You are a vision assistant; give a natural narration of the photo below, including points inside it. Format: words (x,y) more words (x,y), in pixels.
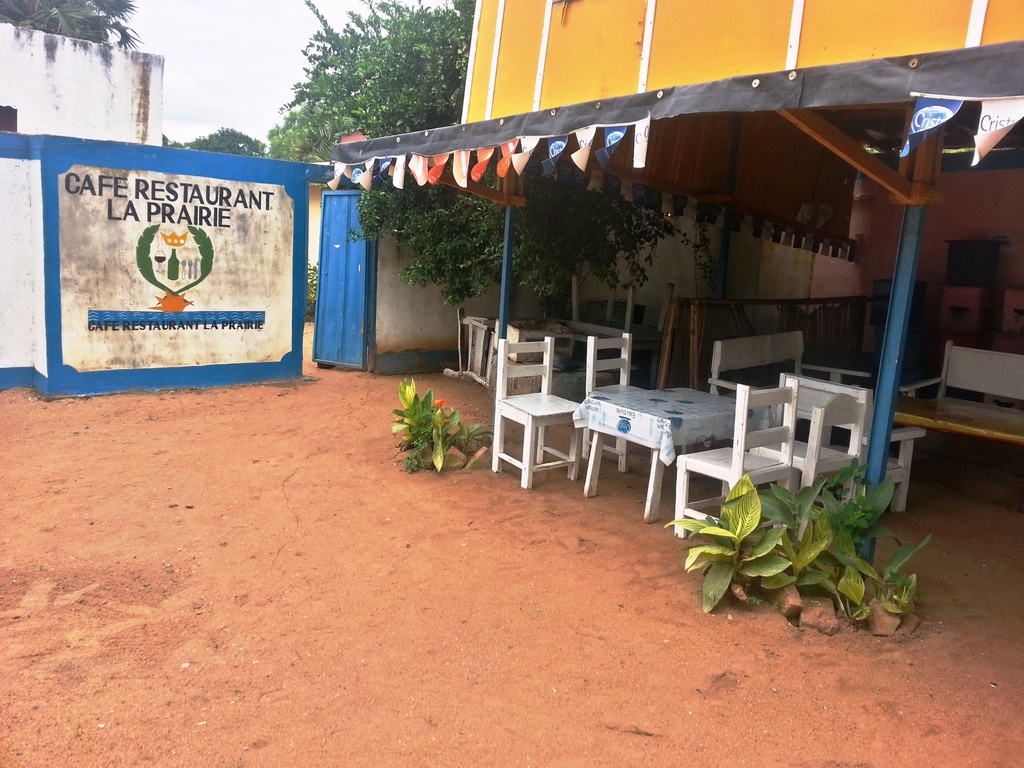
In the center of the image (669,420) we can see the sky (216,63), clouds (224,51), trees (528,171), buildings (10,72), banners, tables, chairs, one cloth (651,420), plants (824,540), compound wall (519,310) and a few other objects (514,330). And we can see some text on the wall (149,355).
